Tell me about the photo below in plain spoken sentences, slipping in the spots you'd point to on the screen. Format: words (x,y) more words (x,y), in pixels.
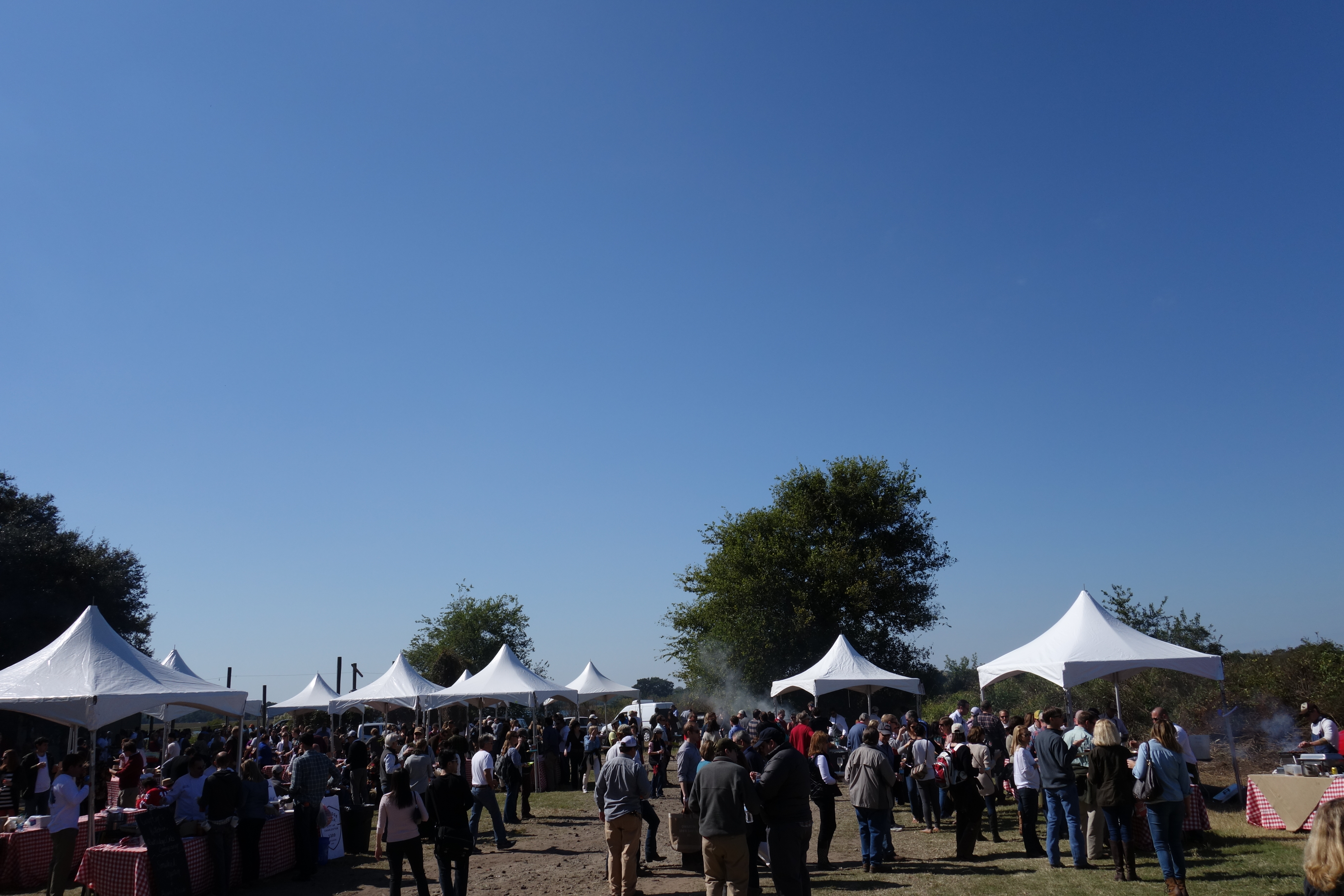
There are trees (781,646) and tents (1225,697), here there are people (767,811), this is sky (564,290).
